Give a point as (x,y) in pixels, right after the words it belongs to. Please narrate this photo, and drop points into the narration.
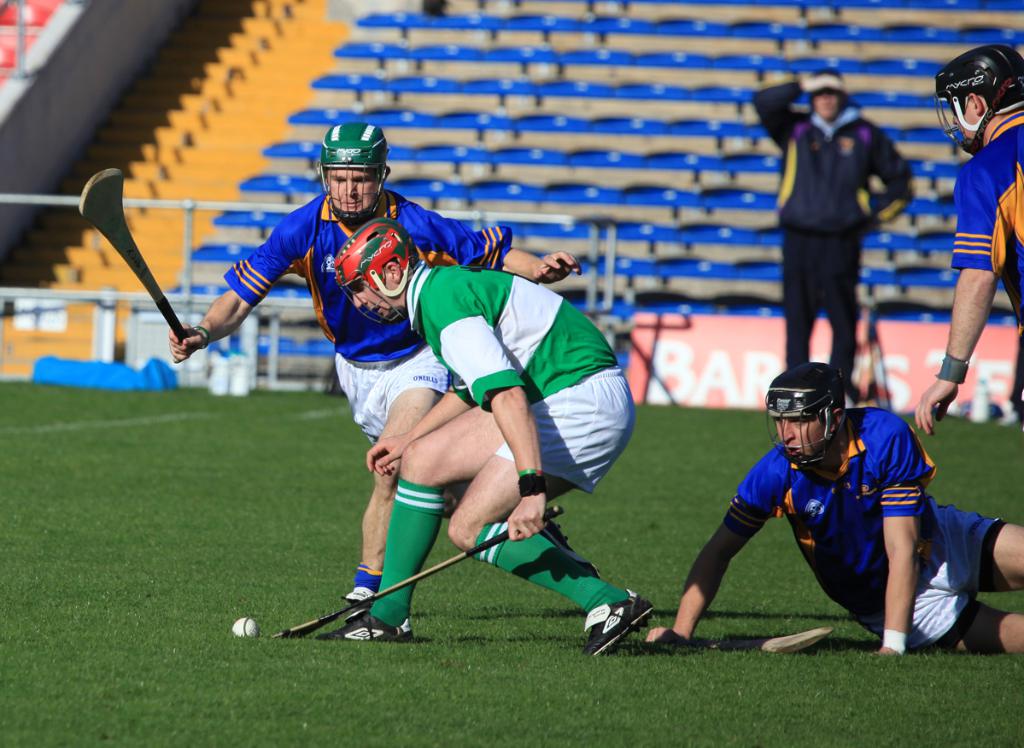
In this picture, we see two men (383,580) are holding the sticks (380,593). In front of them, we see a ball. Behind them, we see a man (860,519) on the ground (733,692). They might be playing the game. The man (967,115) on the right side (965,257) is standing. At the bottom (412,663), we see the grass (584,614). Behind them, we see a man (837,218) is standing. Behind him, we see a board (716,361) in pink color with some text (735,370) written on it. Beside that, we see the railing (298,307). In the background (580,122), we see the empty chairs (544,151). This picture might be clicked in the stadium (655,322).
